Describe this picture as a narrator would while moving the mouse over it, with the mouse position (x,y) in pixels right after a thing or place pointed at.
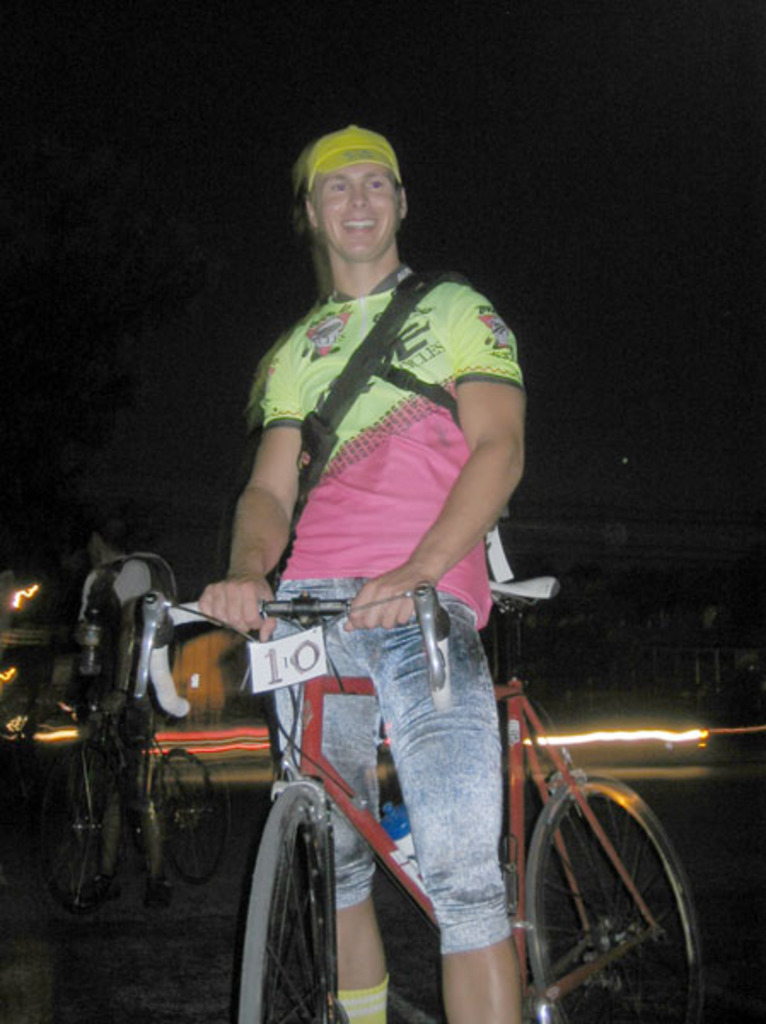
In this picture this person (395,611) standing and holding bicycle (572,787). On the background (627,742) we can see light (211,736), bicycle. There is a person (159,876) standing.
